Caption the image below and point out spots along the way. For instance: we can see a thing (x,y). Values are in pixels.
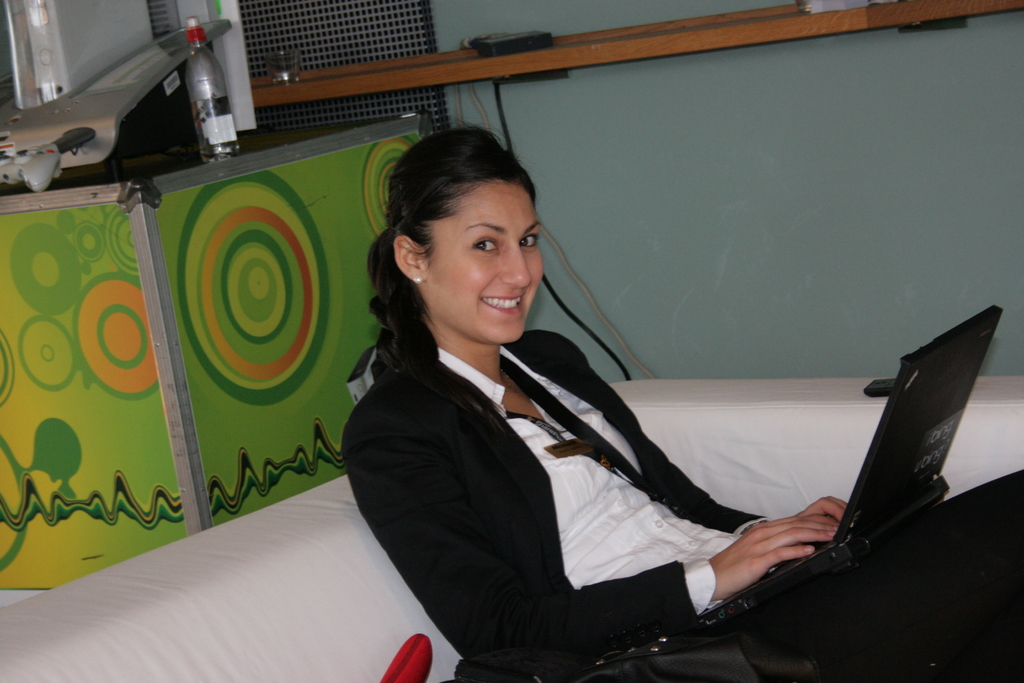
In this image I can see the person (553,467) sitting and holding the laptop (795,573). The person (534,535) is wearing the black and white color dress (552,505). In the background (159,200) I can see the ash color object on the surface (223,174). To the side I can see the brown color shelf (441,81). On the shelf (422,78) there is a glass (275,67) and many objects (526,38). I can also see the wall (600,112) in the back (600,112).
